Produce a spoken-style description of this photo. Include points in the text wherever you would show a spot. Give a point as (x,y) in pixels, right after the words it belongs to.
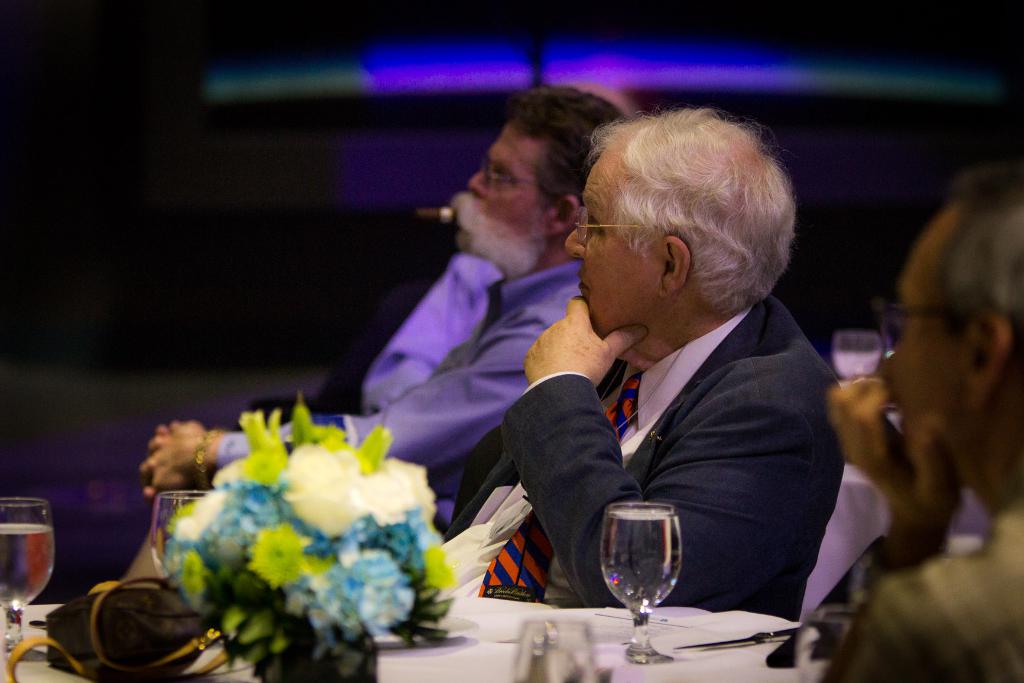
In this picture we can see a group of people (519,122) sitting on chairs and in front of them on tables (23,617) we can see glasses (644,559), flower bouquet (209,539), bag (162,609) and in the background (103,350) it is dark.
